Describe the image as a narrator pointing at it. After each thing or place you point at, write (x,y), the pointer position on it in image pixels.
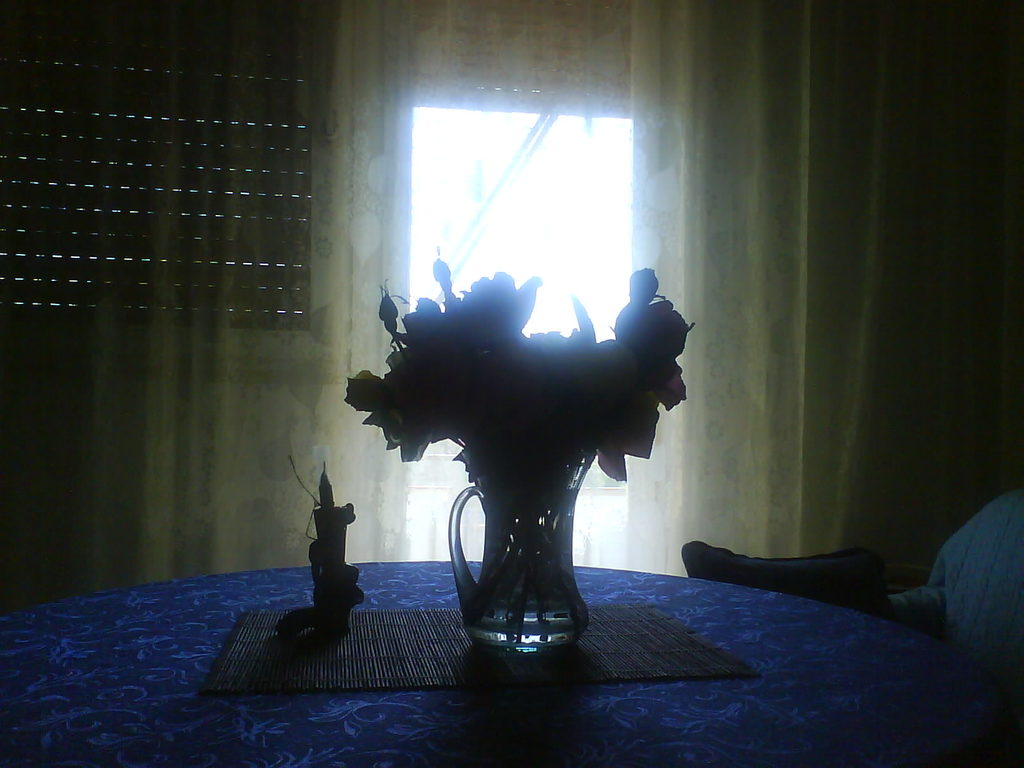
In this image we can see a table (328,706). On the table (510,689) there are decors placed on the mat (370,630). In the background (864,555) we can see curtains (743,161), window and a pillow (818,581) on the chair (893,591).
